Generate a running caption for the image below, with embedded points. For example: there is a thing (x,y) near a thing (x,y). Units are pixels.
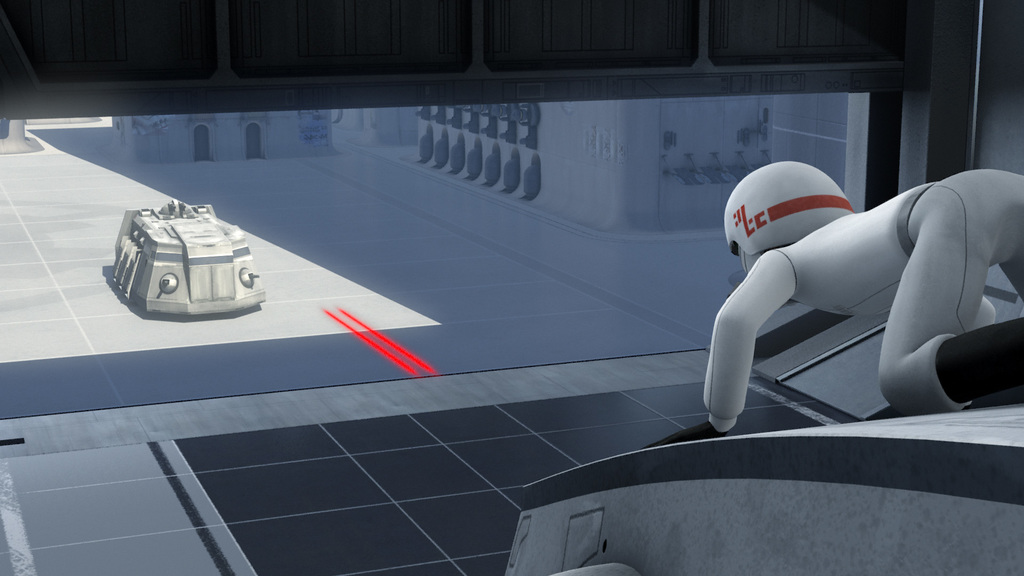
This picture is consists of an animated image, in which there is a picture of a person (843,285) on the right side of the image (827,270) and there is a vehicle (218,252) on the left side of the image (211,247).
